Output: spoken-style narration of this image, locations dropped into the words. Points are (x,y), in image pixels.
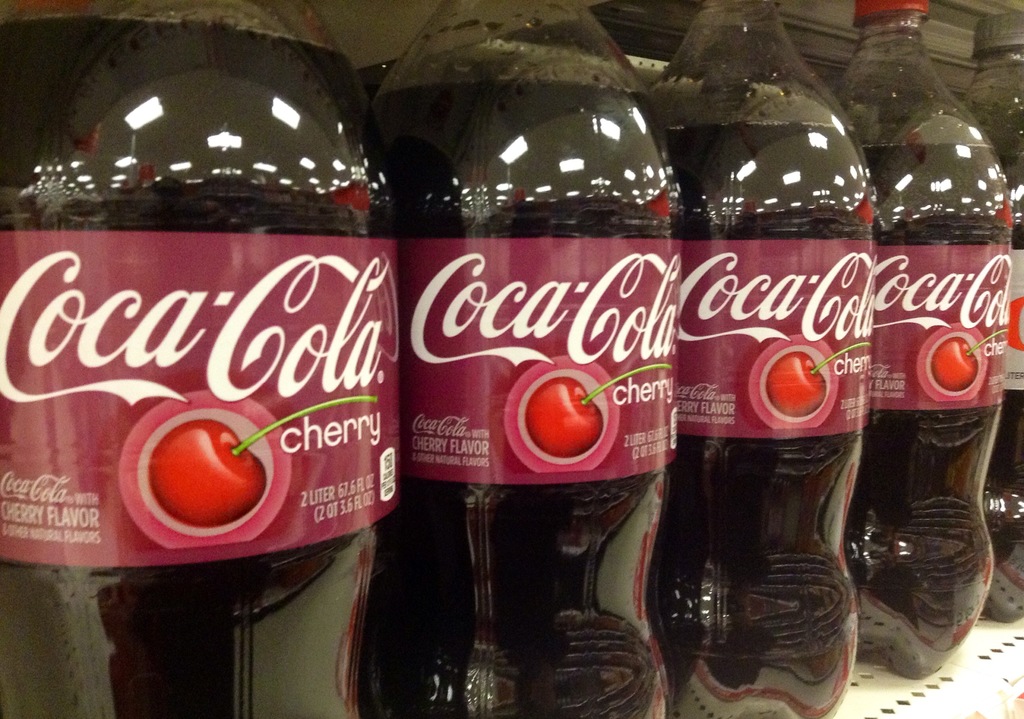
In this picture there are five coca cola bottles (504,356) on the bottles (542,356) there is a sticker (421,339) attached and this bottles (509,299) is on a shelf (964,681).
